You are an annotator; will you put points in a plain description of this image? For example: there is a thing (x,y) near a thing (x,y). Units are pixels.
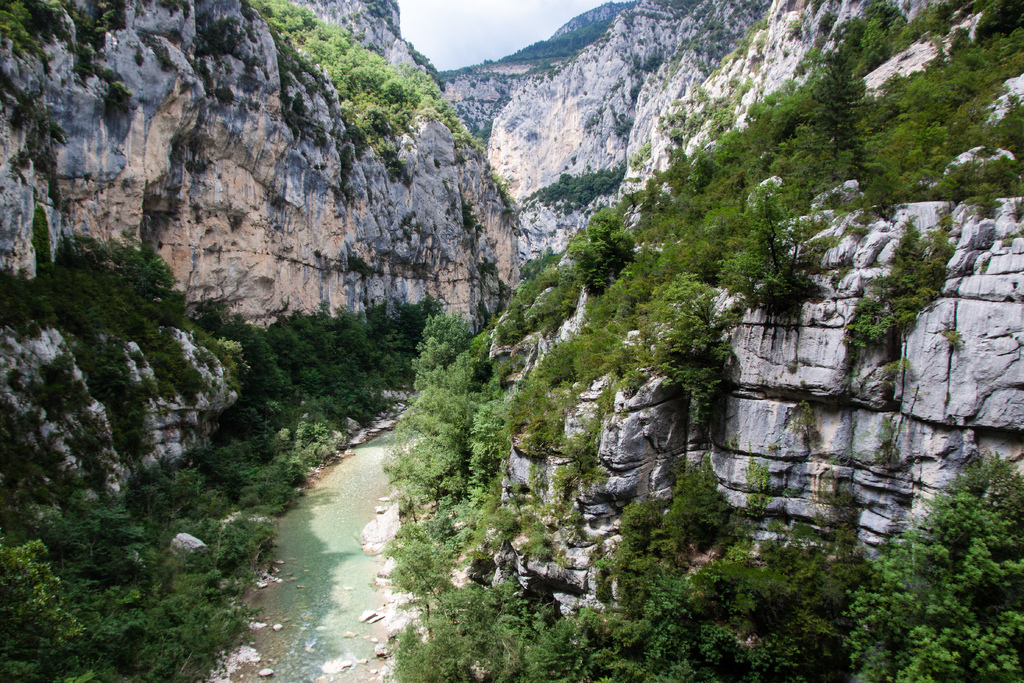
At the center of the image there is a flow of water (352,585), on the left (164,315) and right side of the image (730,332) there are trees (112,440) and hills (656,162). In the background (507,39) there is the sky (491,34).
